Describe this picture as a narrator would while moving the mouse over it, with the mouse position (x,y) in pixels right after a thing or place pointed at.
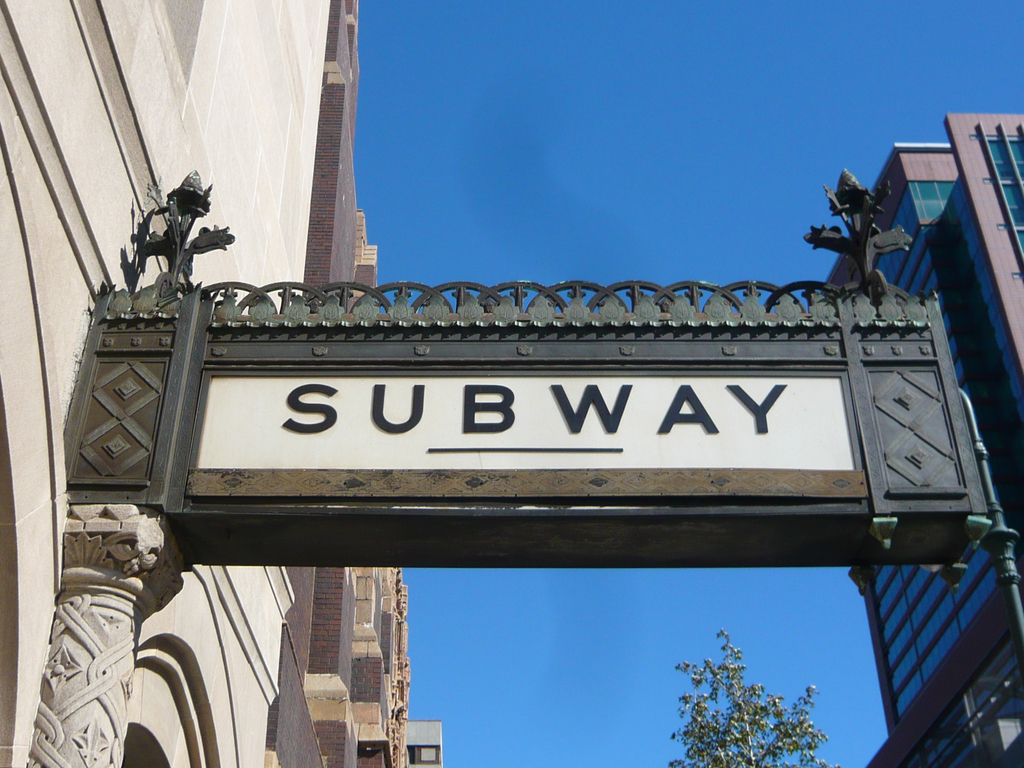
In this picture we can see a name board (741,469), buildings (168,180), tree (807,728) and in the background (584,186) we can see the sky (584,186).
